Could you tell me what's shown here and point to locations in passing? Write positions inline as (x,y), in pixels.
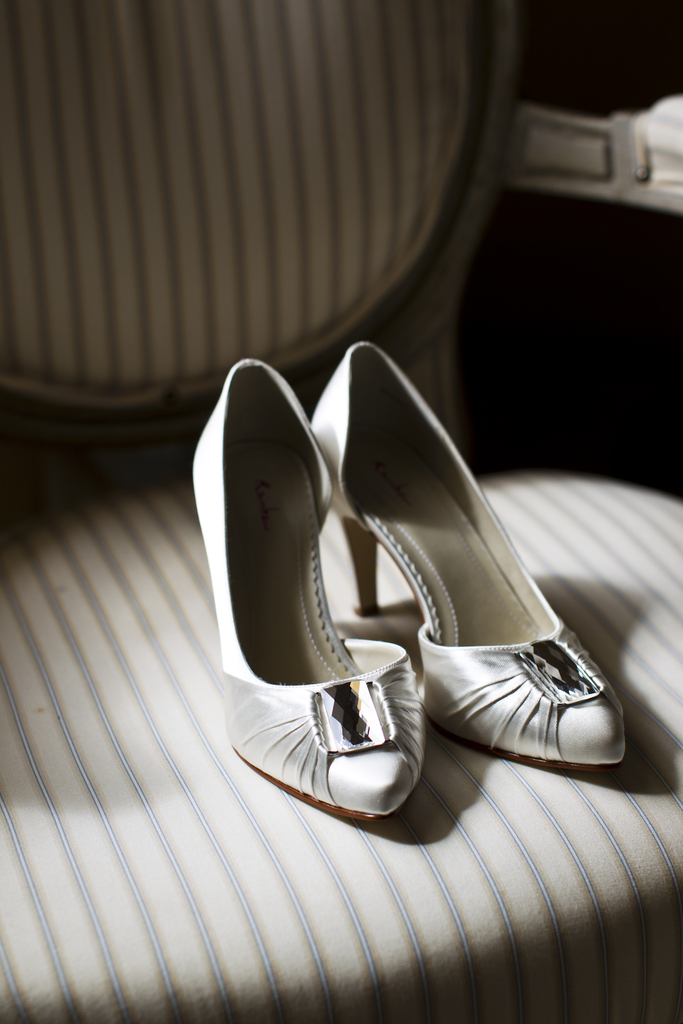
In this picture there is a pair of shoes (512,730) in the center of the image (413,475), on a chair (391,605).
